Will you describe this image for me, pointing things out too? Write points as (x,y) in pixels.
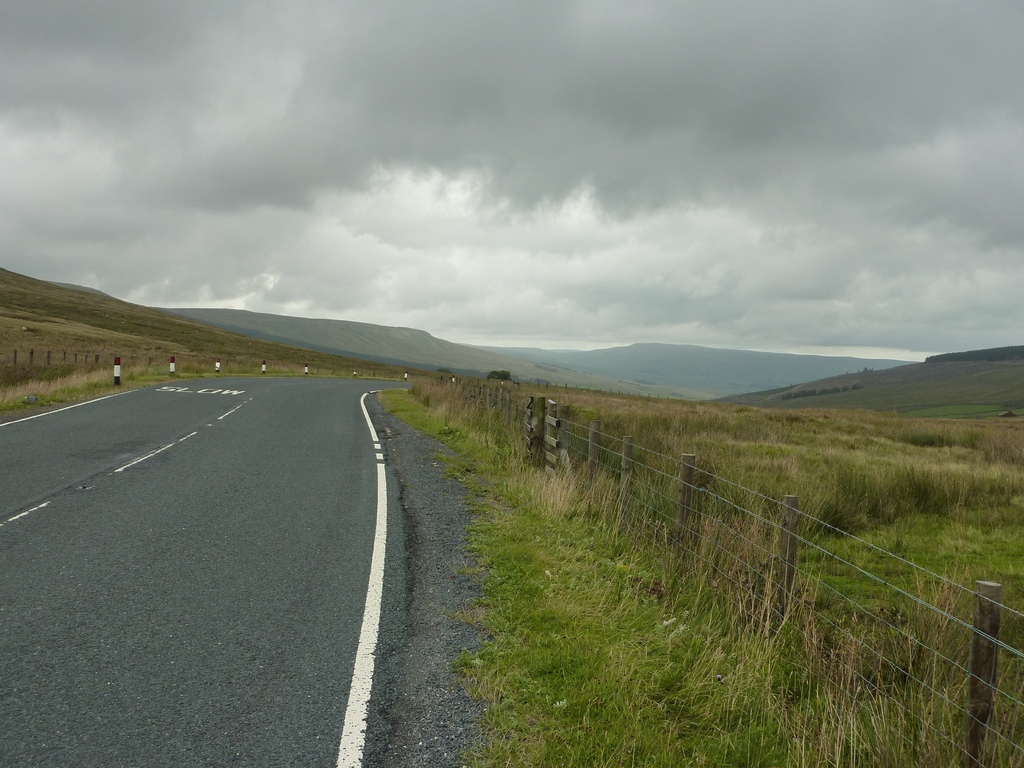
In this picture we can see a road (161,474) and on the left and right side of the road (173,499) there are fences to the poles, grass (489,441), hills (167,353) and a cloudy sky (515,210).
